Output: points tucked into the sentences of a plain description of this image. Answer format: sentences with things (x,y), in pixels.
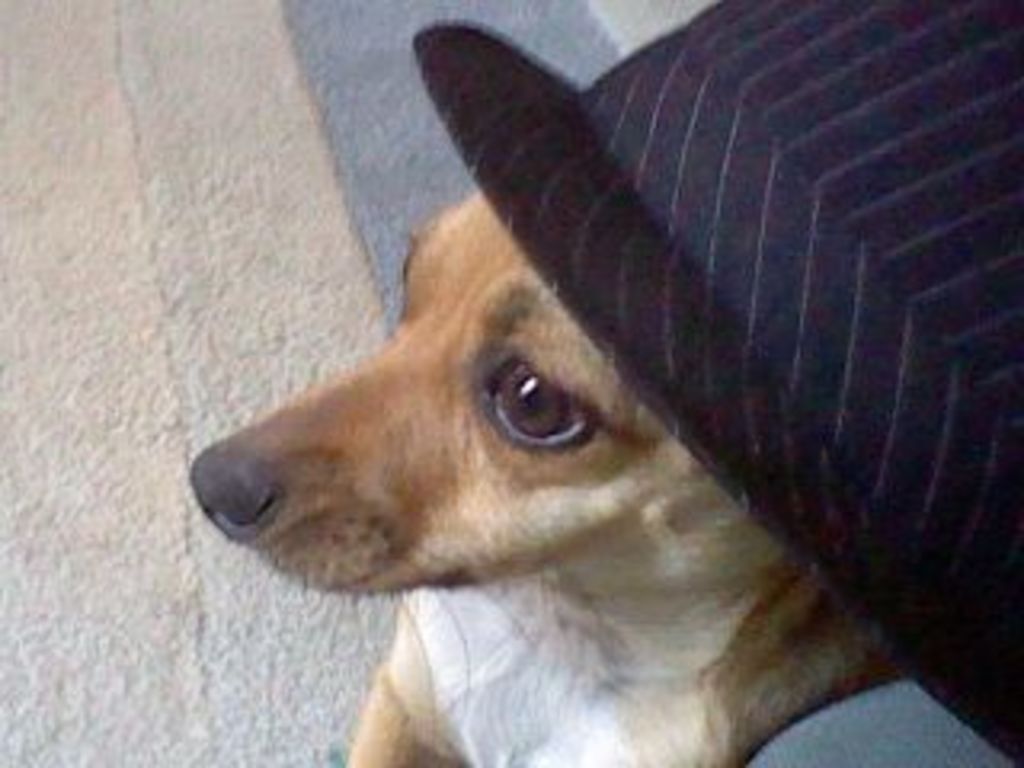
In the picture we can see dog (451,503) which is brown in color and there is black color hat (724,254).
